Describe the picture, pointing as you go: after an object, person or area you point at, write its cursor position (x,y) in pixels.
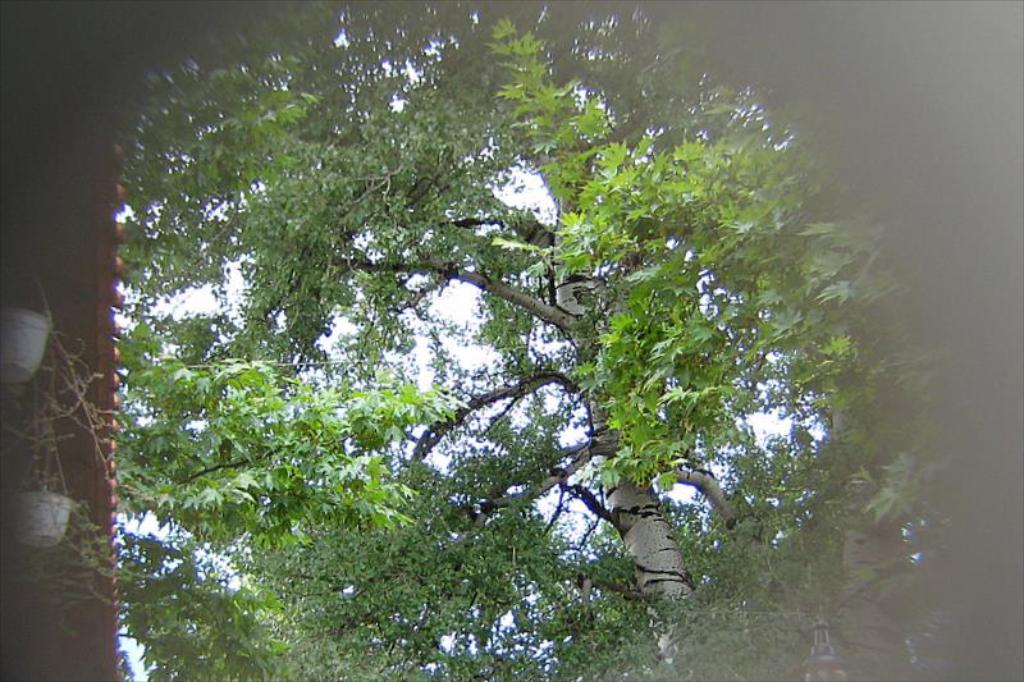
In this image there are some trees (219,265) and on the left side (107,223) there is one object (101,429), and it looks like a board (92,351) and there are two flower pots (39,519) and in the background (488,389) there is sky (554,389).
